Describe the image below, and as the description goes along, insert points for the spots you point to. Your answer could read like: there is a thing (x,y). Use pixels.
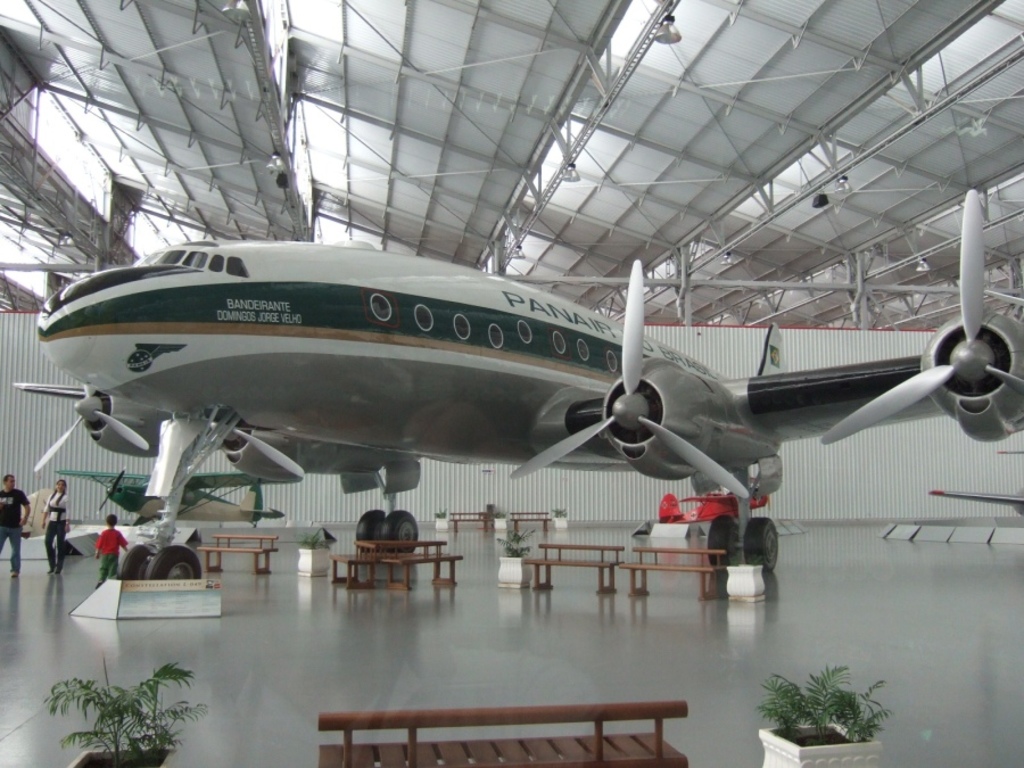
In this image there is an airplane (671,466), at the bottom (459,560) there are benches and there are plants (160,745), near the airplane (383,523) there are three people (51,535) walking, in the background (13,346) there is wall (789,518), at the top (719,71) there is a roof (303,154).
